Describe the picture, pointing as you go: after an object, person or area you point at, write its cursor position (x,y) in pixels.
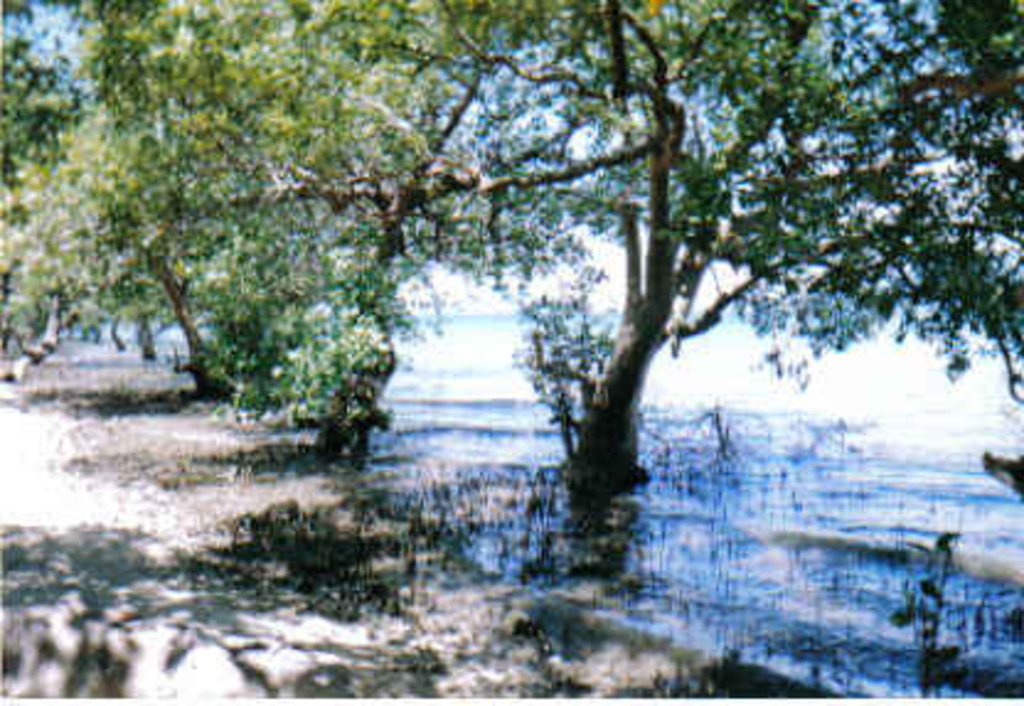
In this picture we can see plants (294,532) on the ground (131,474), trees (643,206), water (887,457) and in the background (468,131) we can see the sky (493,101).
